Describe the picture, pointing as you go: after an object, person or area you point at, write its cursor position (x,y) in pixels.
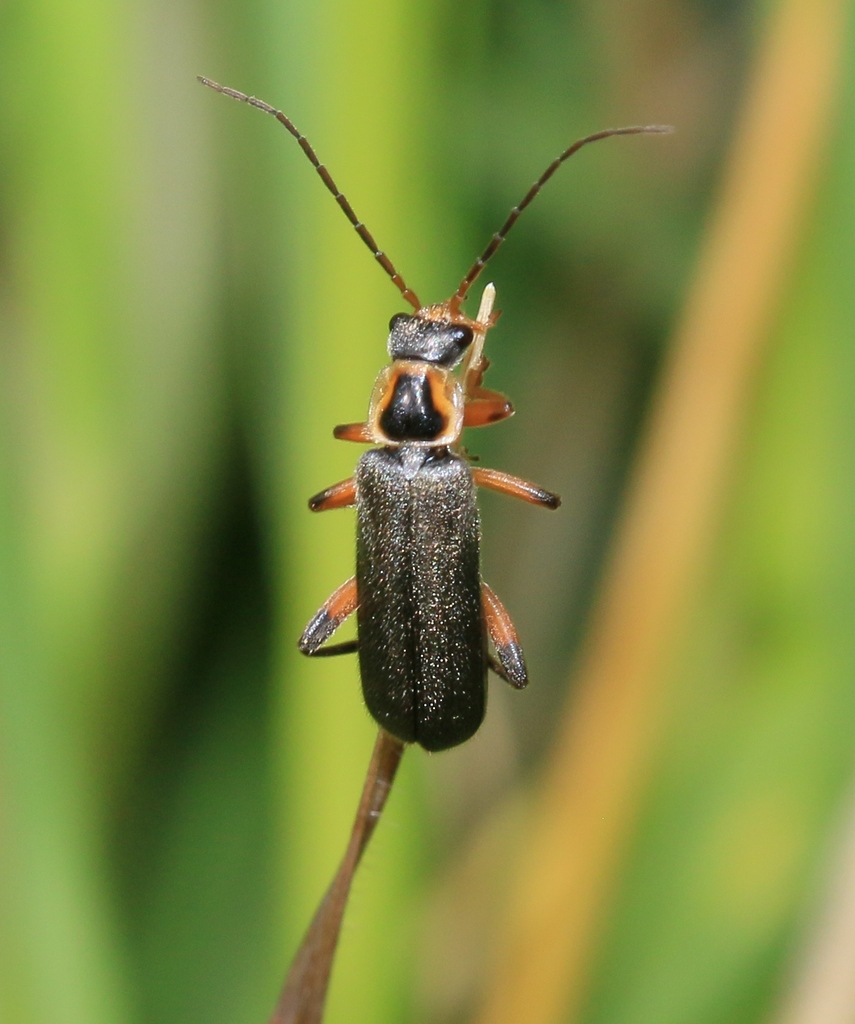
In the foreground of this picture (453,591), there is an insect (394,375) holding a leaf (312,973) of a plant (312,986) and the background (85,367) is greenery (404,191).
